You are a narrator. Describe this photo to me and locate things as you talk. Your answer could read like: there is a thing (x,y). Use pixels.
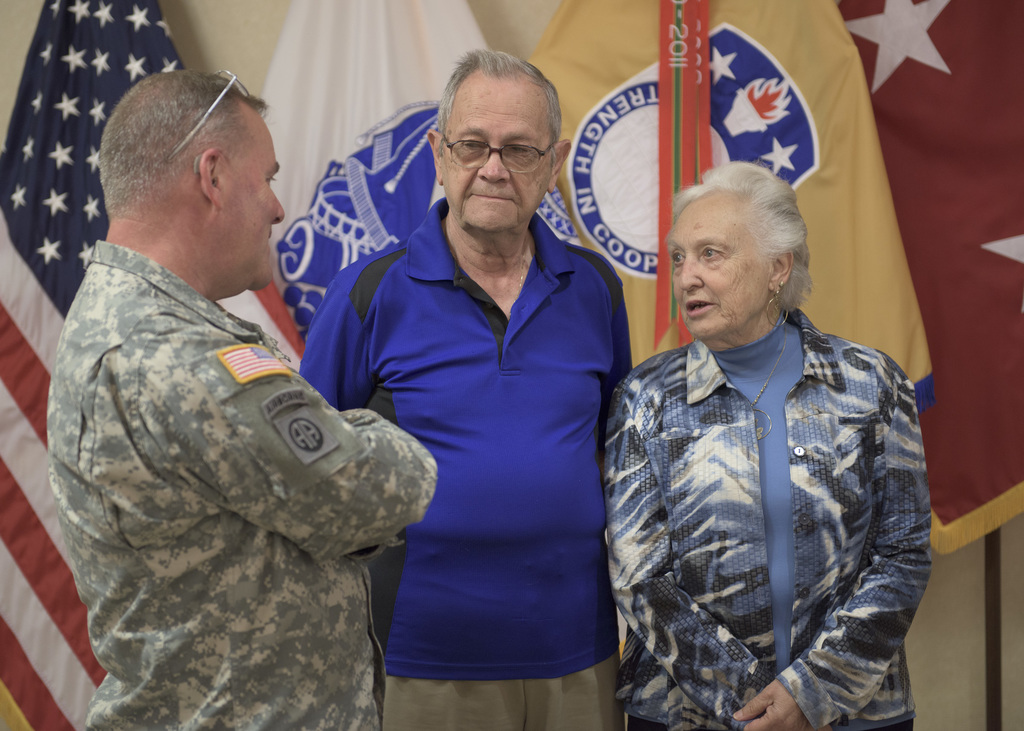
In this image I can see three persons (735,481) standing. In front (550,367) the person (509,368) is wearing blue shirt (547,470), cream pant (600,693). Background (328,14) I can see few flags (424,139) in cream, white, blue and red color.
